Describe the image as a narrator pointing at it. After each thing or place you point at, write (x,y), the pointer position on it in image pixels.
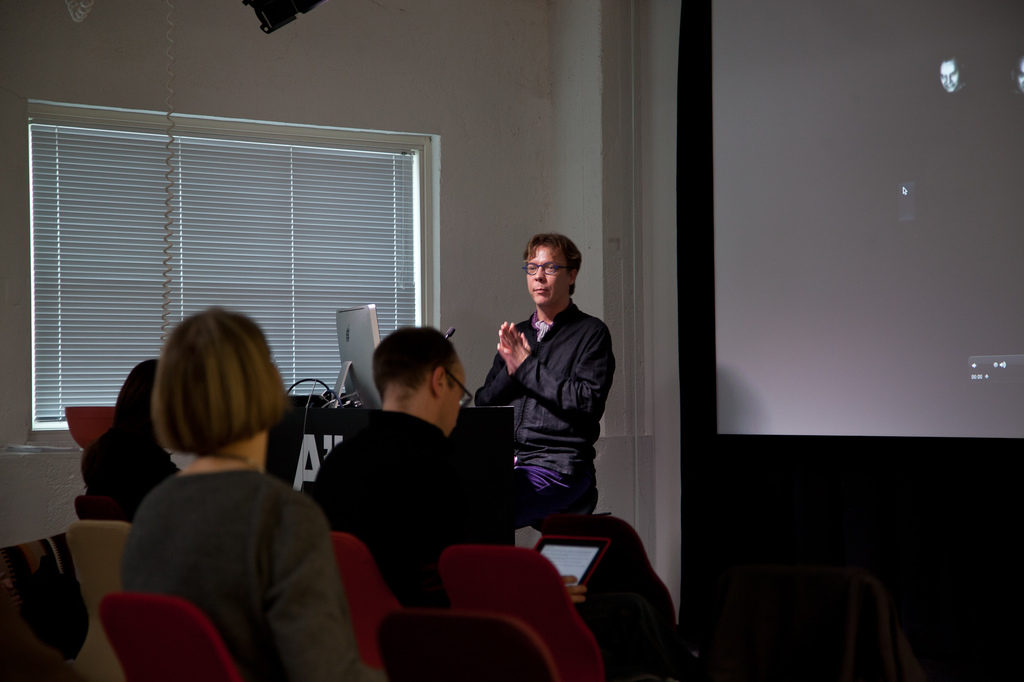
In the center of the image (554,372) we can see a man (550,404) sitting, before him there is a podium (295,486) and we can see a computer (362,388) placed on the podium (343,426). there are people (234,388) sitting on the chairs (460,633). on the right (915,414) there is a screen (902,407). On the left (260,175) we can see a window (100,210) and blinds (240,248). In the background (443,50) there is a wall (521,75).
